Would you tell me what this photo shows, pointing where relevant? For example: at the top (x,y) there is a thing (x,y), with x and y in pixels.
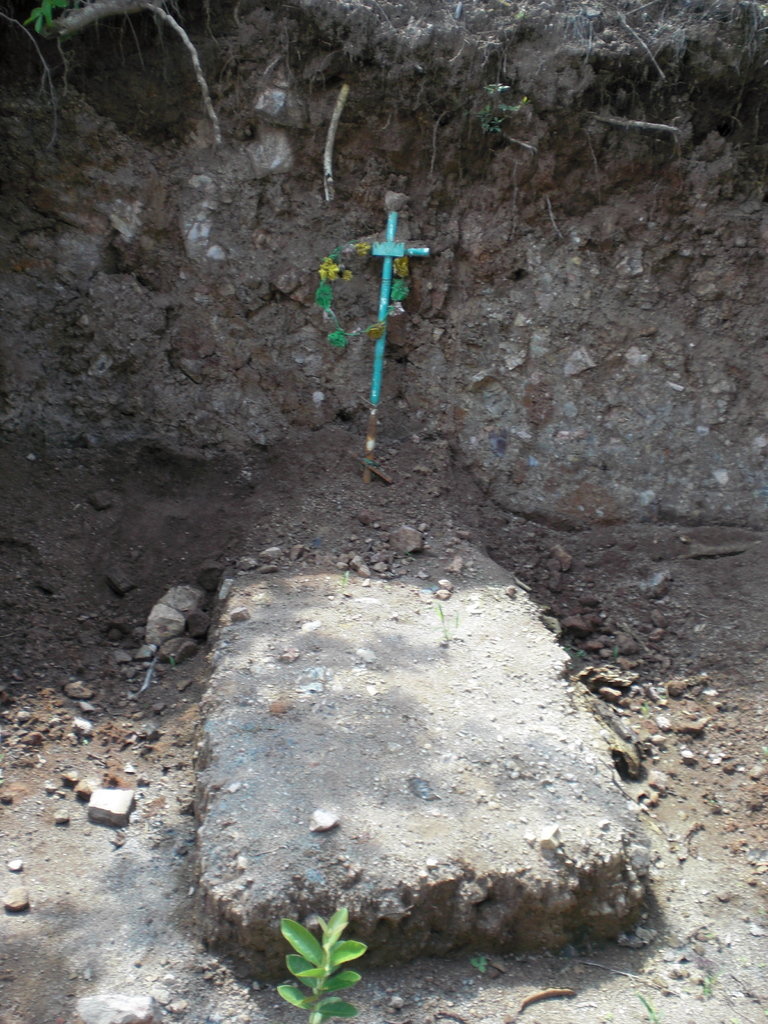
There is a grave (297,580), near a mud (234,322) and a plant (343,927), which is having green color leaves (308,957).
